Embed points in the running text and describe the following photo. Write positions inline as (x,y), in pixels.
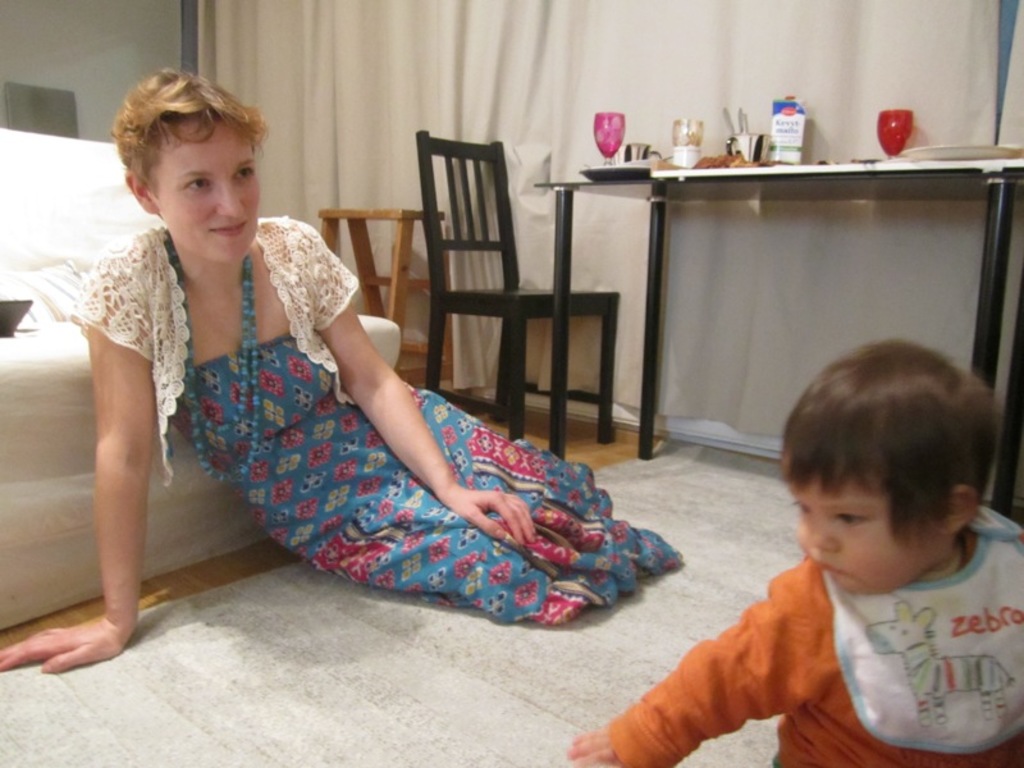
In this image I see a woman (304,250) and a baby (830,367) who are sitting on the floor (677,476) and I see this woman (165,270) is smiling. In the background (478,370) I see the chair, a stool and few things (599,166) on the table (1023,187) and I can also see the curtain (247,48).
